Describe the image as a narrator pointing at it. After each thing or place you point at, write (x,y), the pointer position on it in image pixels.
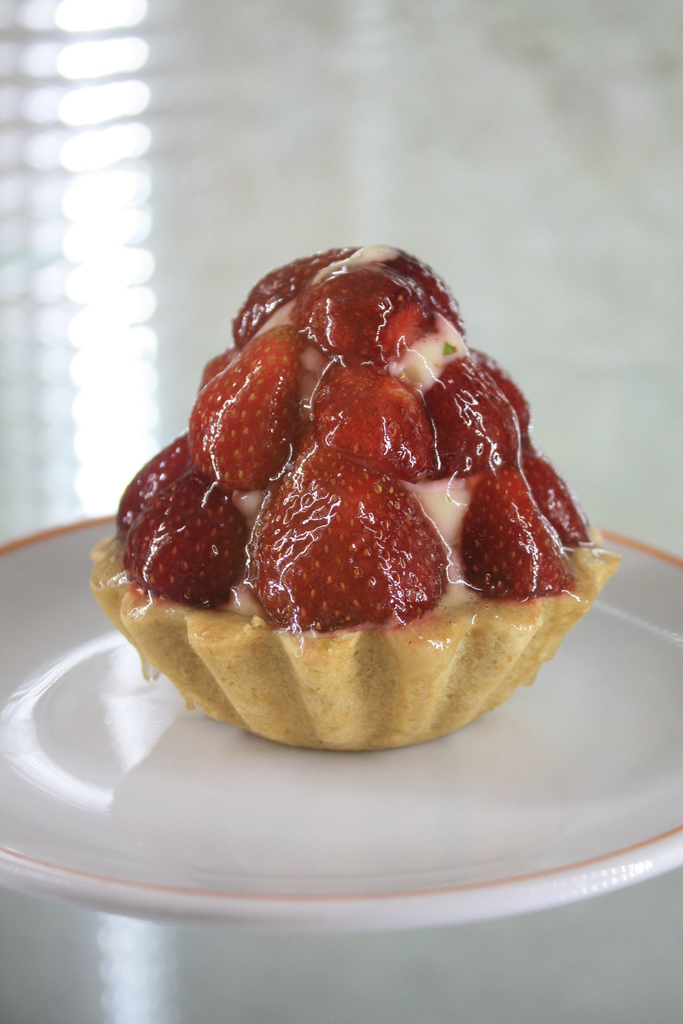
In this picture we can see a brown color small cupcake (228,649) with strawberry (433,424) topped on it is place on the white plate (222,839).
